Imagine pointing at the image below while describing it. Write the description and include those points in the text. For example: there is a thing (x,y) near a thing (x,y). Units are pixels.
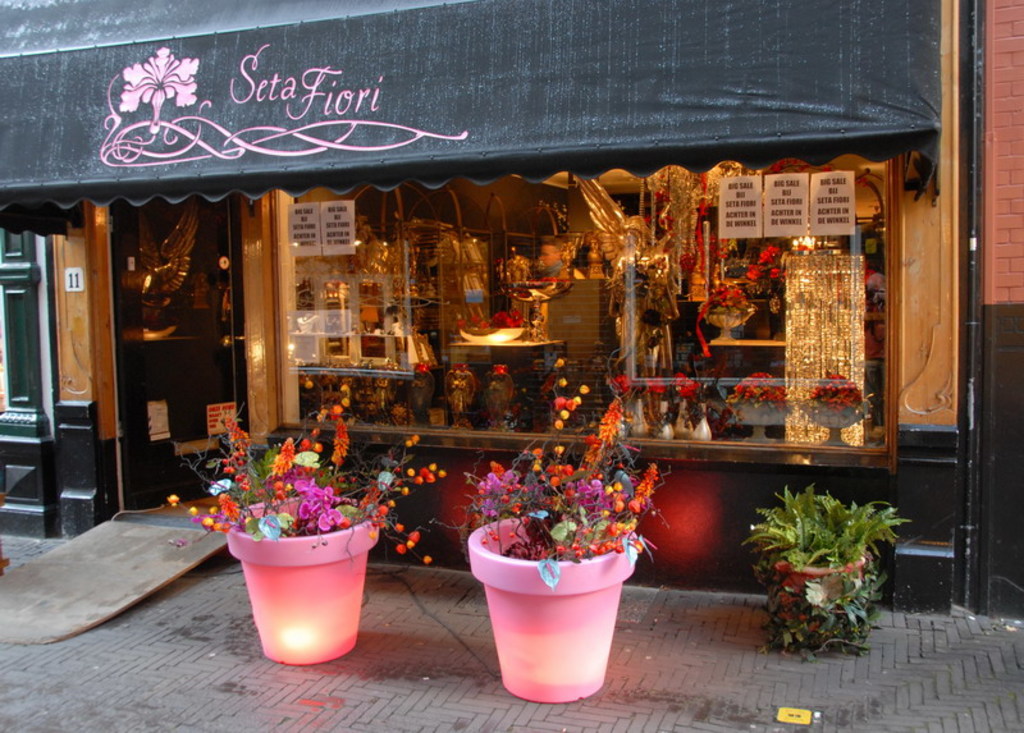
In this picture we can see there are house plants (574,496) and behind the plants (579,602) there is a shop (461,480) and in the shop (540,330) there are some items (534,313).
